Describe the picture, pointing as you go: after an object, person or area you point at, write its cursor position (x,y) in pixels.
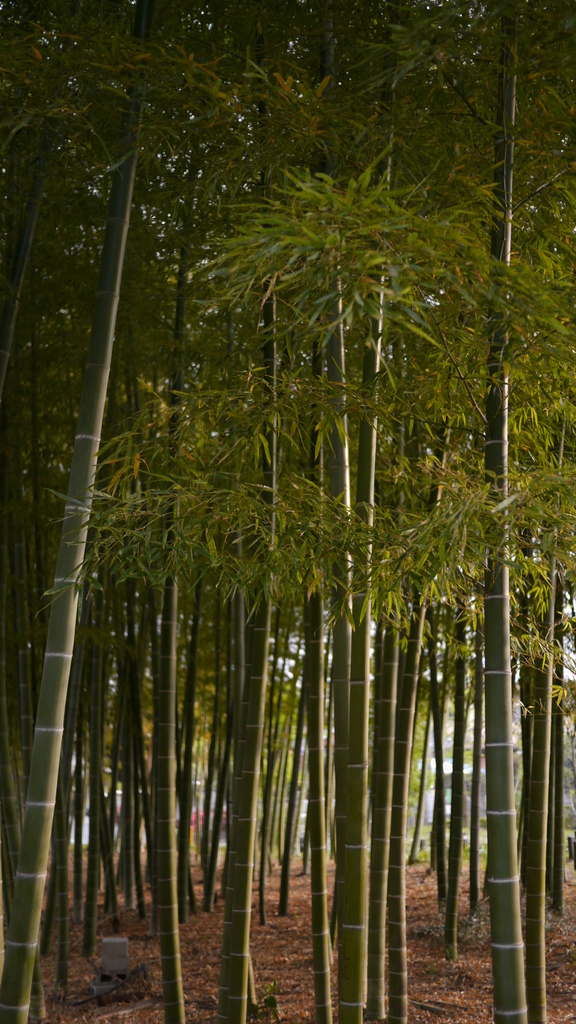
In this image, I can see the bamboo trees (218,570) with the leaves (339,204). This looks like an object (105,986), which is placed on the ground (105,1002).
